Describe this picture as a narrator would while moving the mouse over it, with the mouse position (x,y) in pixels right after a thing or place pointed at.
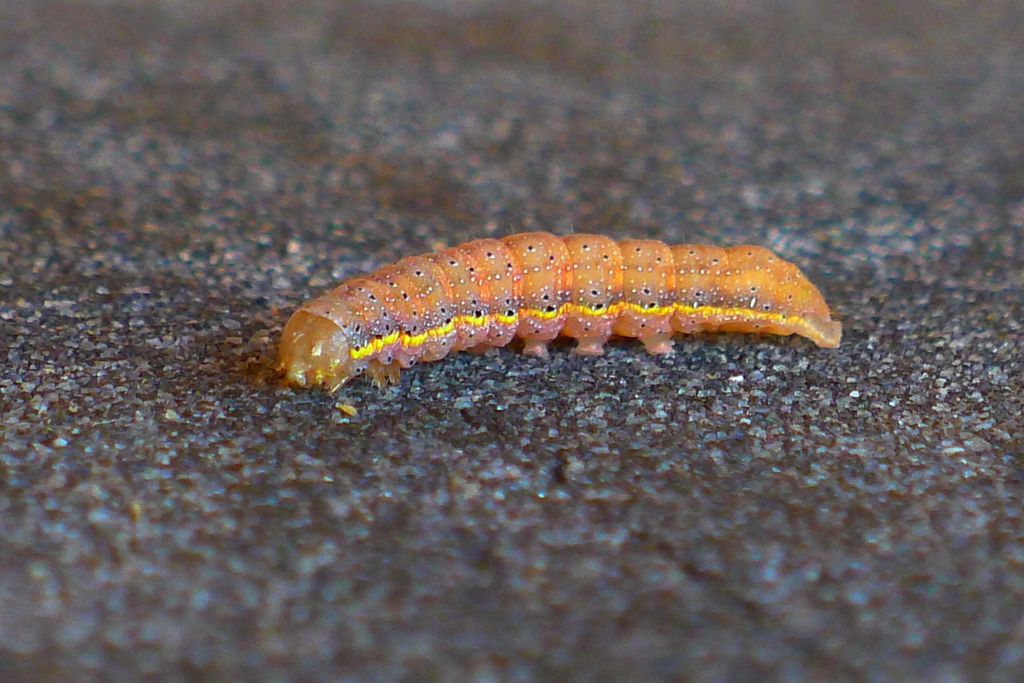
In this image we can see an insect (450,351) on the ground (401,498).
